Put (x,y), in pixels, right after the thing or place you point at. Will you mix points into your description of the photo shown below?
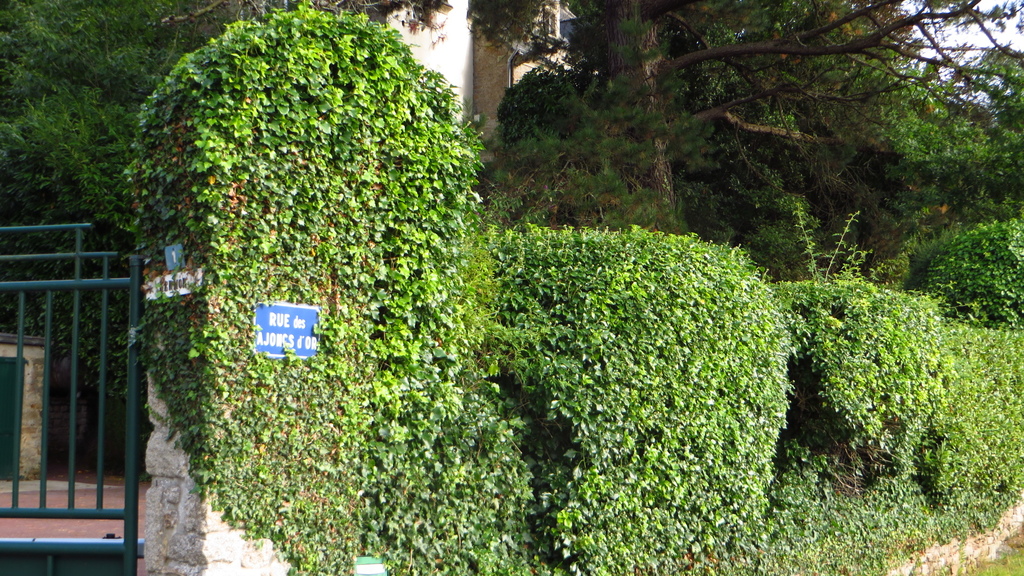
In this image I can see trees (788,132) in green color, at left (283,343) I can see a blue color board (276,336) attached to the wall (251,298) and gate (78,311) is also in green color. At the back (437,54) I can see building (476,44) in cream color and sky (969,42) in white color.
